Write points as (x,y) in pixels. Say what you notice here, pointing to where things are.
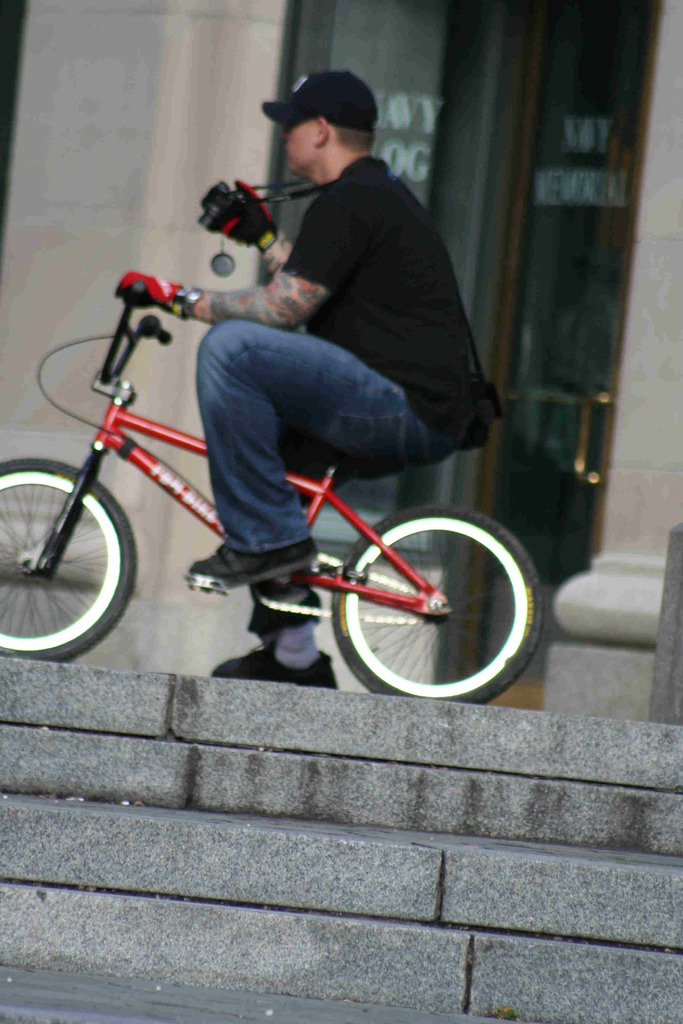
In this image I see a man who is on a cycle (186,435). I can also see that there are stairs (41,687) over here.
